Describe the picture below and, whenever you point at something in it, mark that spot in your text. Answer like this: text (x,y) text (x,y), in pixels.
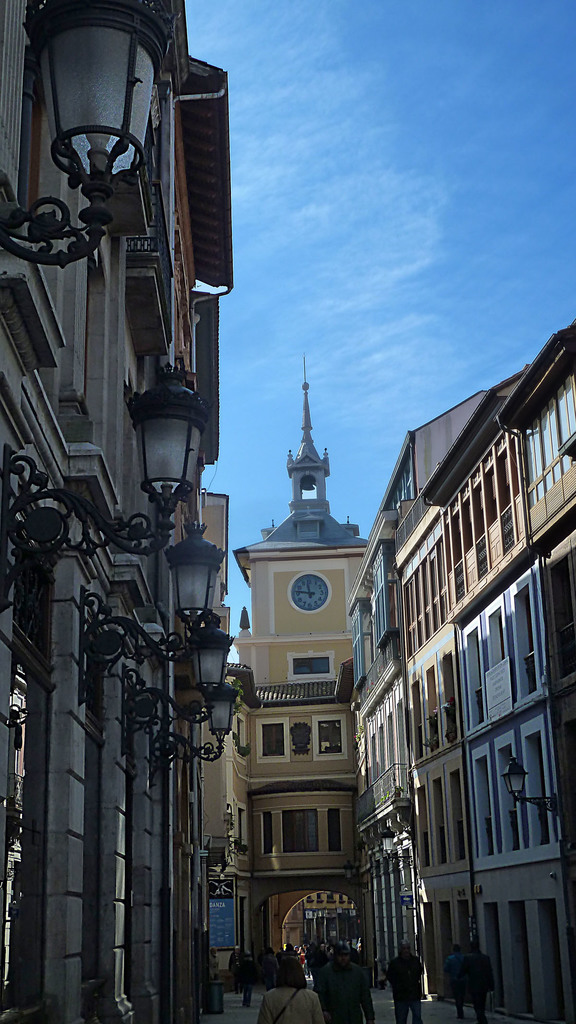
In the image I can see the buildings (215,788) on the left side (49,921) and the right side (574,493) as well. I can see the decorative lamps (73,161) on the wall (48,187). I can see a few people (467,970) walking on the road (440,1009) at the bottom of the image (350,1011). In the background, I can see a clock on the wall (330,639). There are clouds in the sky (356,233).
